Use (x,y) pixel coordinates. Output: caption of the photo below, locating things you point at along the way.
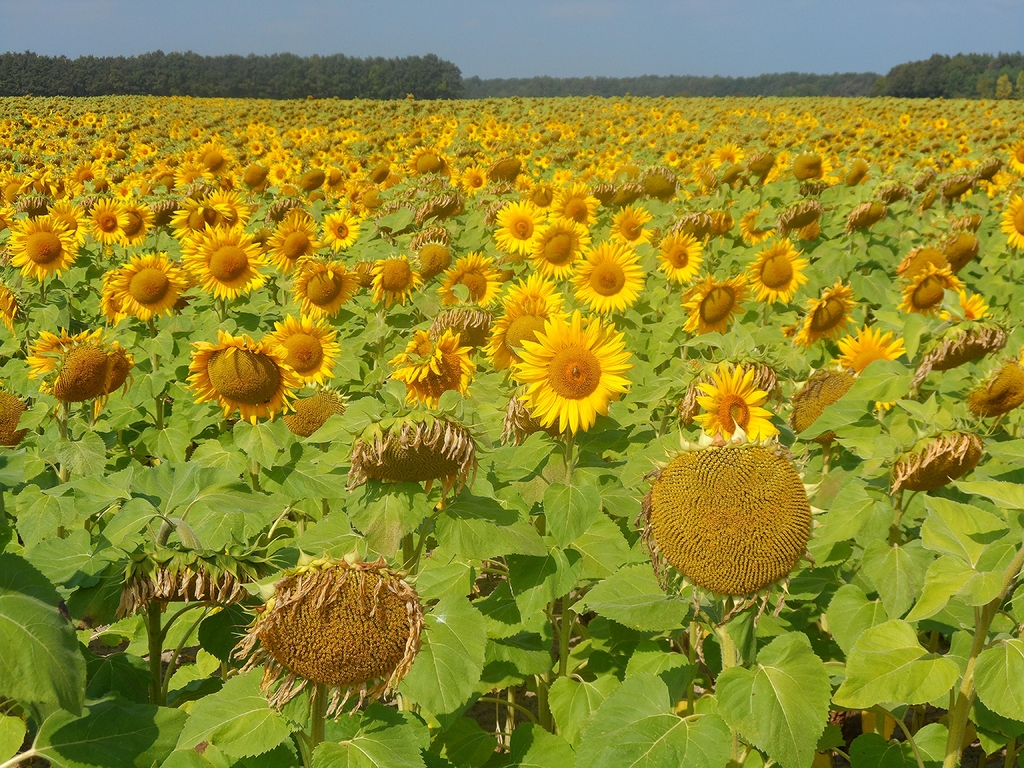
In this image I can see sunflower plants (480,254), trees (406,71) and the sky (406,48). This image is taken in a farm (165,101) during a day.
